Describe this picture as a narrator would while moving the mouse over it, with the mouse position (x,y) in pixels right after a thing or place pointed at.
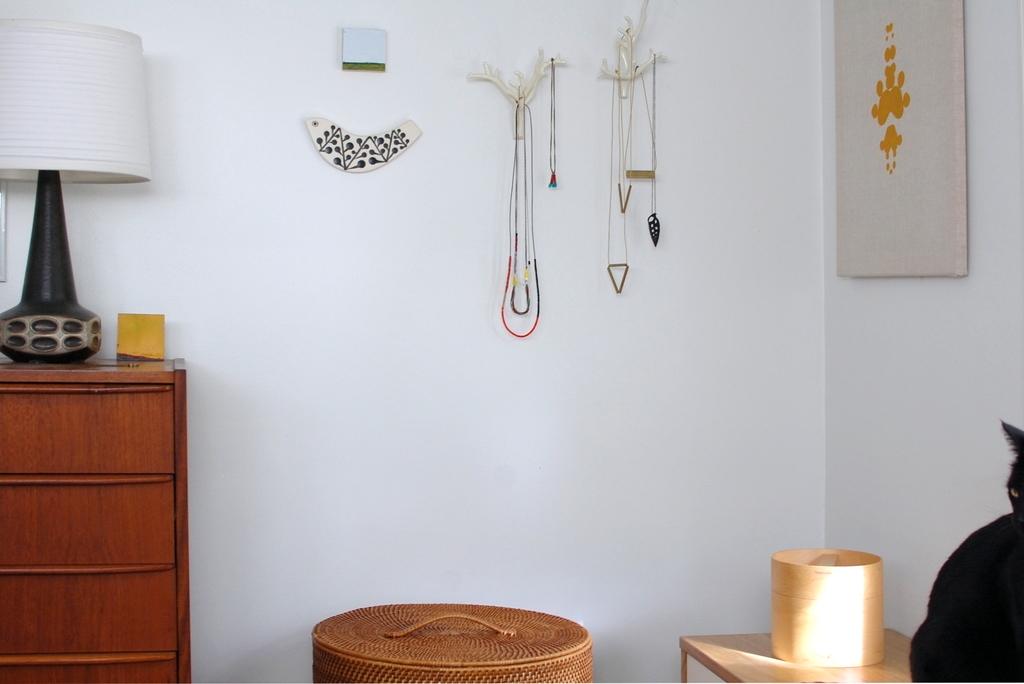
In the foreground of this image (40,551), there is a lamp (105,177) and an object (139,341) on the desk (96,476). At the bottom (486,642), there is a basket (528,651), a lamp like an object (824,627) on the table (872,675) and a cat (995,615) on the right (995,608). We can also see few wall hangings (365,148) and a frame (911,142) on the wall (1001,124).
